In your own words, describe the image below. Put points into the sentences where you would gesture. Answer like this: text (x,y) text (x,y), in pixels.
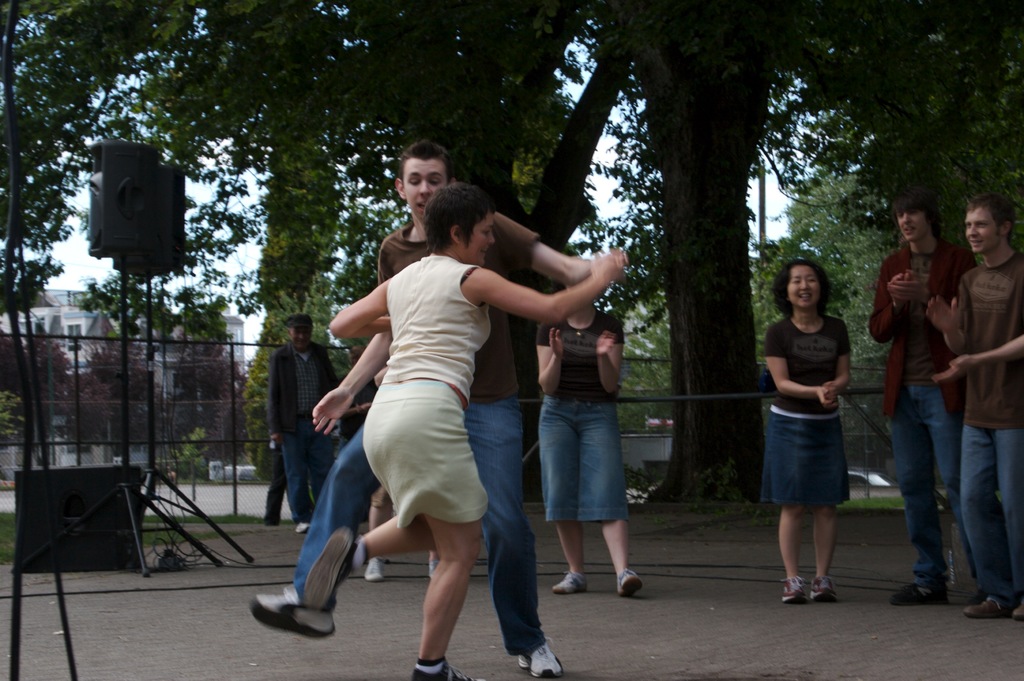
In this picture I can see two people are dancing on the ground (625,601) and also I can see few people (830,388) standing, behind we can see some speakers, trees (221,392), buildings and fencing (218,427).
